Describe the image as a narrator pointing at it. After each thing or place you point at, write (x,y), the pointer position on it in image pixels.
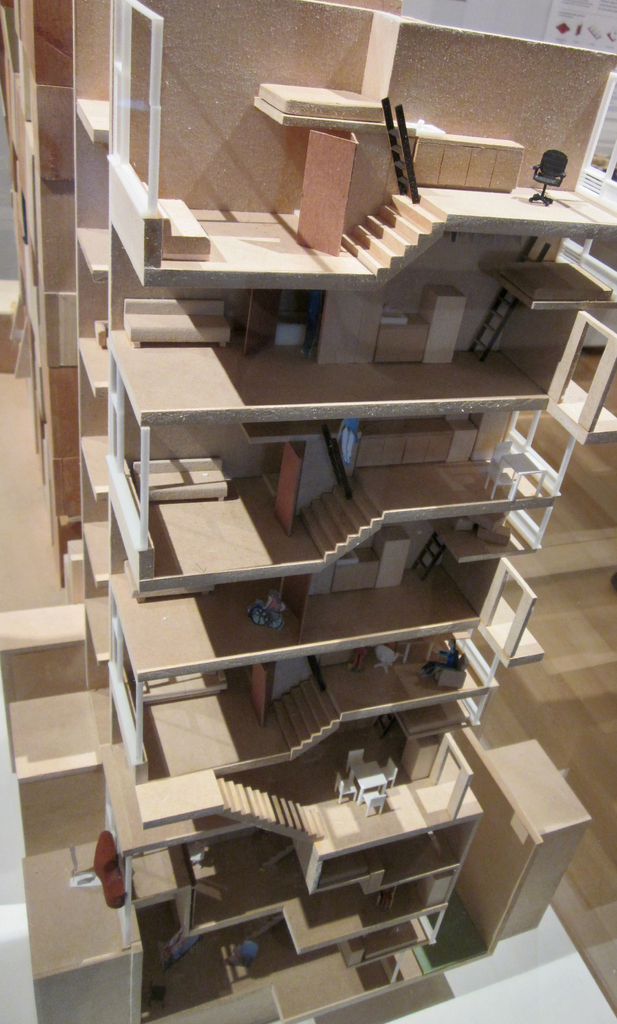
In this image I can see staircases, windows (481,671), wall (473,882) and a building (329,626). This image is taken may be in a building (300,863).
